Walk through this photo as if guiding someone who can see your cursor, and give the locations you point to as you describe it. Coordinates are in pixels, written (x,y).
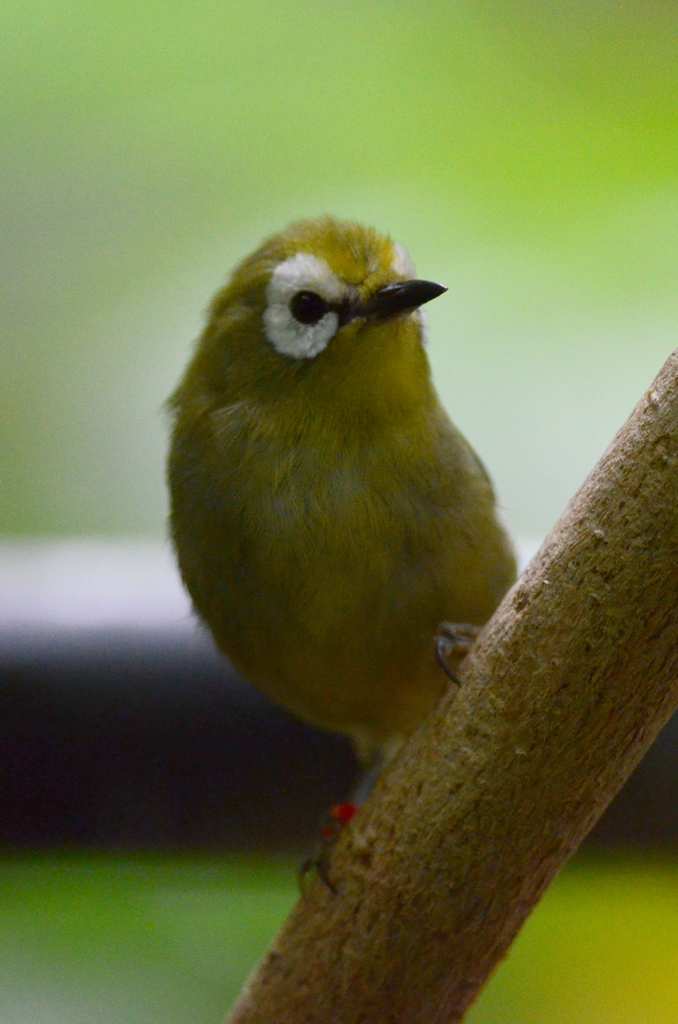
As we can see in the image there is a bird (364,451) and the background (11,621) is blurred.
